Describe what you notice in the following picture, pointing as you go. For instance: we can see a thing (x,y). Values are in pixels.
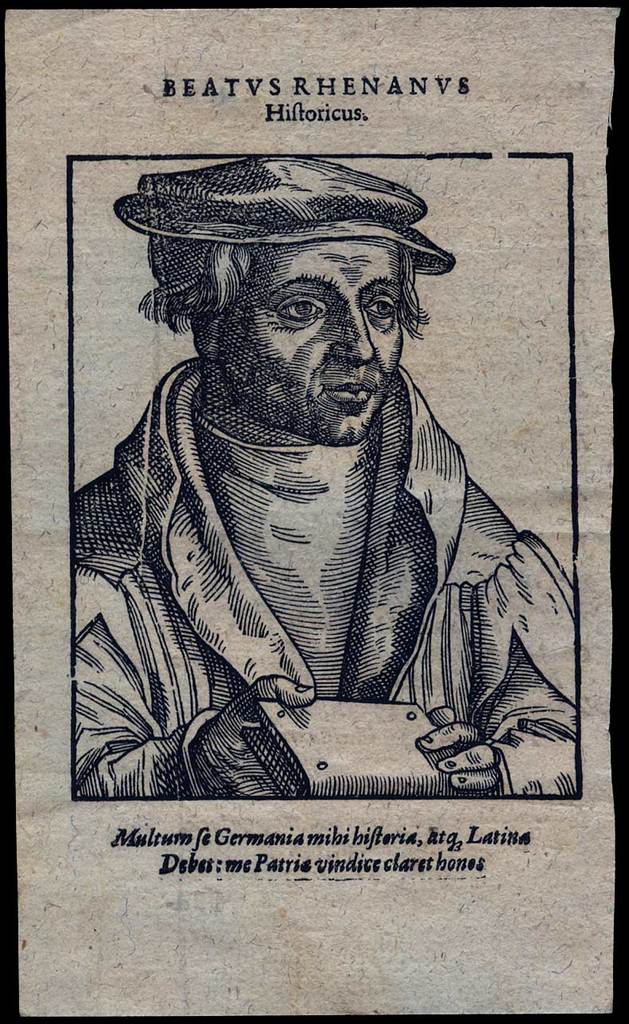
This is a drawing of a person (182,420) wearing cap (227,184) and holding a book (369,761). Also something is written on the image.
